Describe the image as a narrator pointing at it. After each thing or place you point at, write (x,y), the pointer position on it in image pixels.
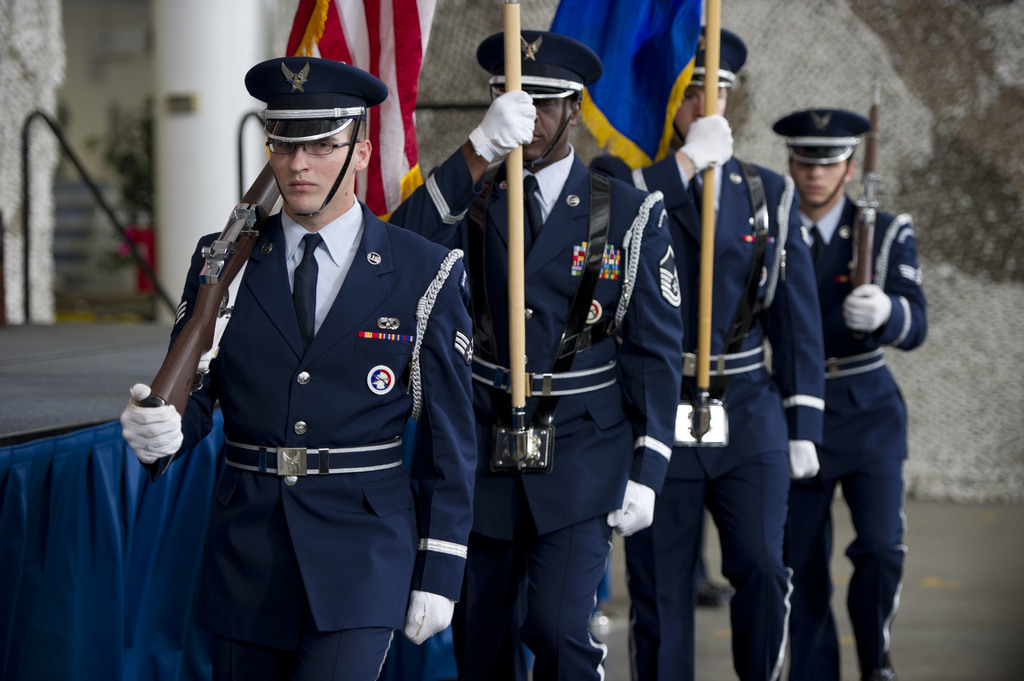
This image is taken indoors. On the left side of the image (124,541) there is a dais (55,374) and there is a cloth (107,571). In the background (869,24) there is a pillar (182,125) and there is a net (906,101). In the middle of the image (556,336) four men (620,468) are walking on the floor (943,590) and two (640,252) are holding flags (645,107) in their hands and two (297,285) are holding guns (192,370) in their hands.
